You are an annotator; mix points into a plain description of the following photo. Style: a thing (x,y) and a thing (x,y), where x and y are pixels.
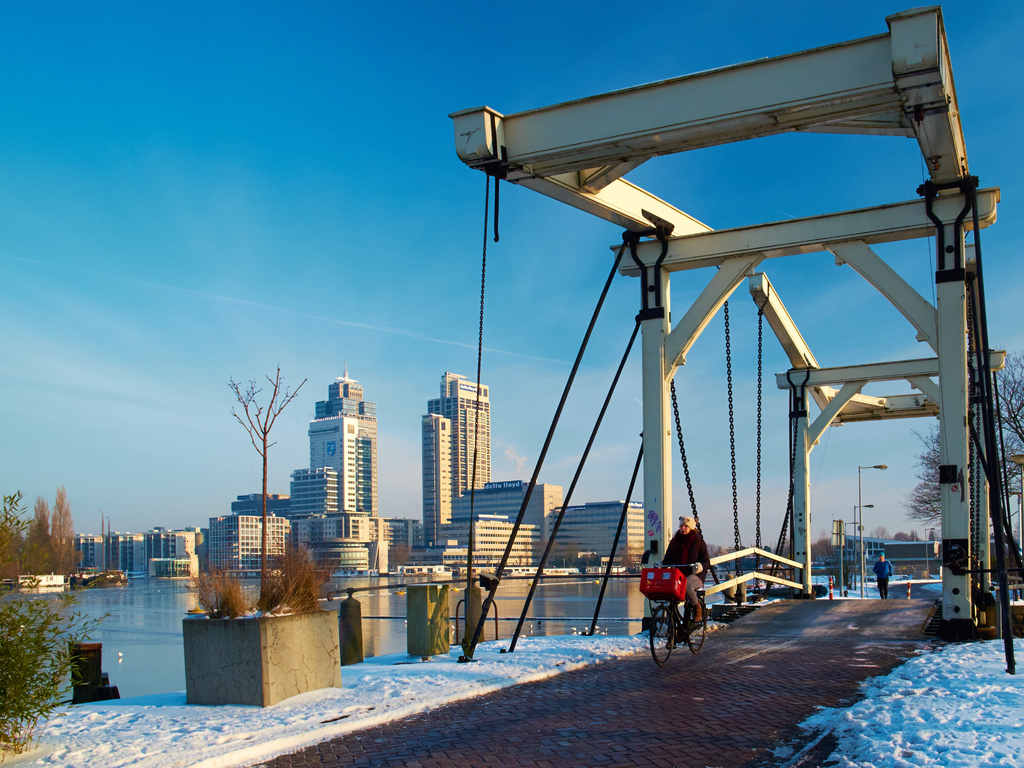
In this image we can see a person (687,540) riding bicycle (679,600) and a person (878,572) walking on the floor (599,702). In the background (438,497) there are bridge (884,289), chains (690,481), plants (15,647), trees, buildings (318,522), street poles (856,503), street lights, snow (951,663), water (121,612) and sky (73,446) with clouds (55,380).
